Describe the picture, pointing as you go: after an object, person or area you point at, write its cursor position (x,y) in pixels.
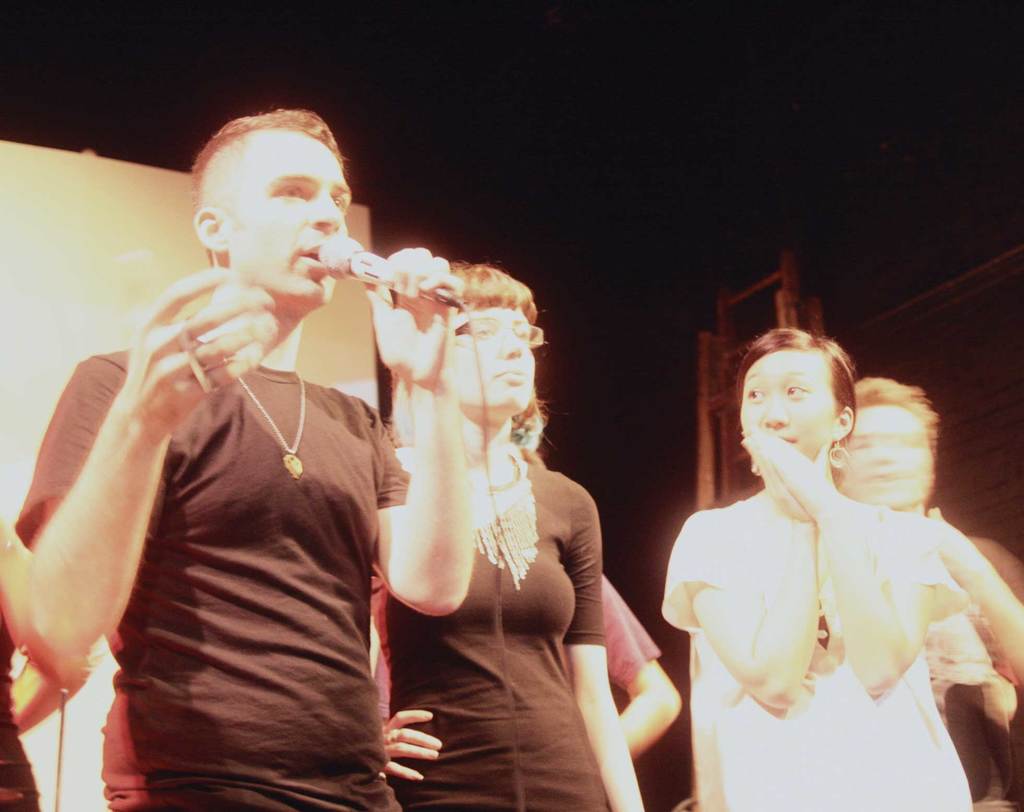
In this image I can see some people (508,585). On the left side (280,432) I can see a person (405,313) holding a mike (339,261). In the background (342,316), I can see the wall (80,261).
